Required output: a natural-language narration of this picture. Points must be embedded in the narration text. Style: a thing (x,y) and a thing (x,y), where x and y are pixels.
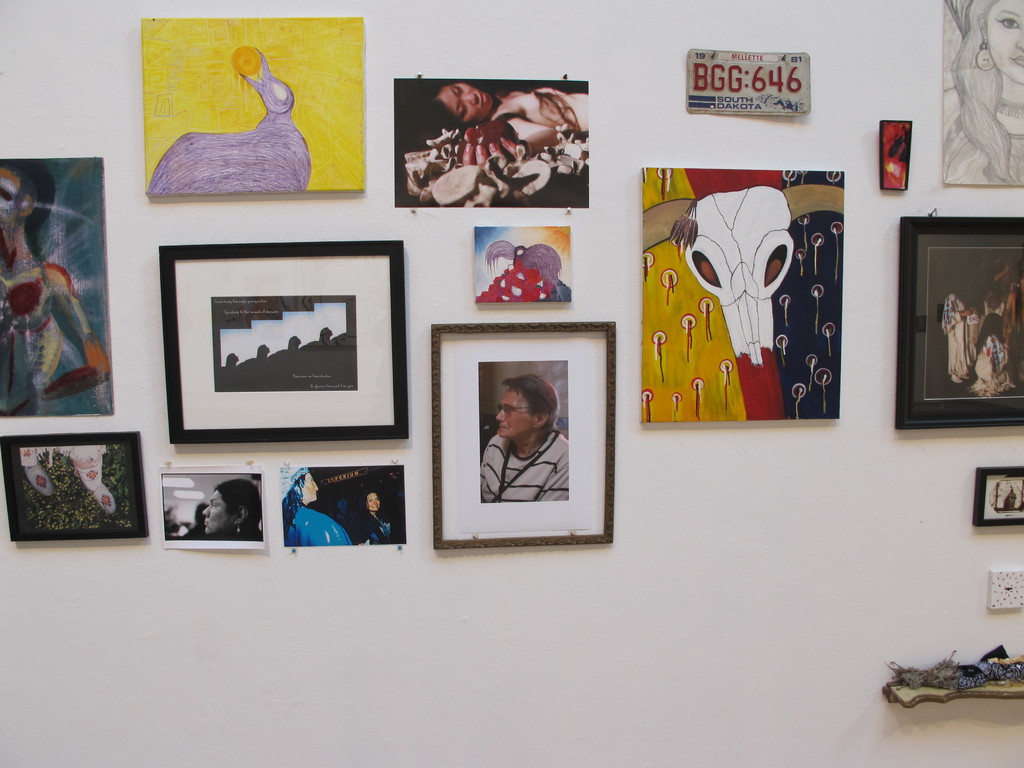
In this image we can see different kind of photo frames (923,333) on the white color wall (305,231).
